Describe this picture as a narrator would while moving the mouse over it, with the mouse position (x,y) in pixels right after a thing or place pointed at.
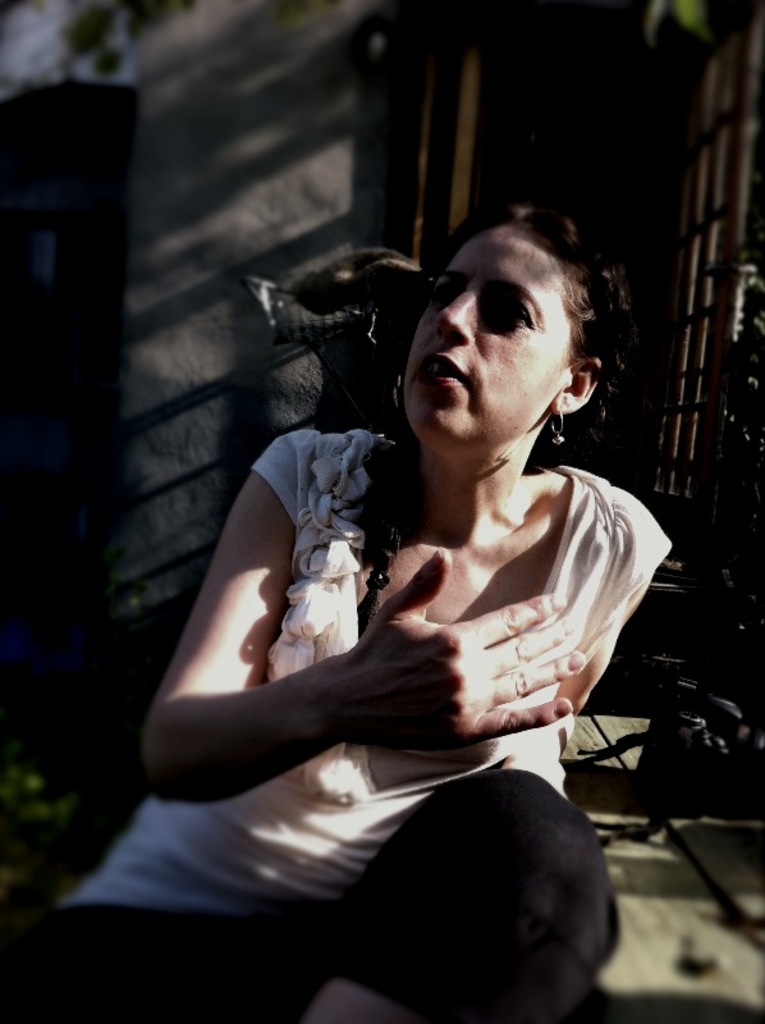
This is image woman (324,867) is sitting on the floor (635,777). Beside her there are shoes (688,755). At the back side (648,414) there is a door (544,141). Beside that there is a wall (222,147).
